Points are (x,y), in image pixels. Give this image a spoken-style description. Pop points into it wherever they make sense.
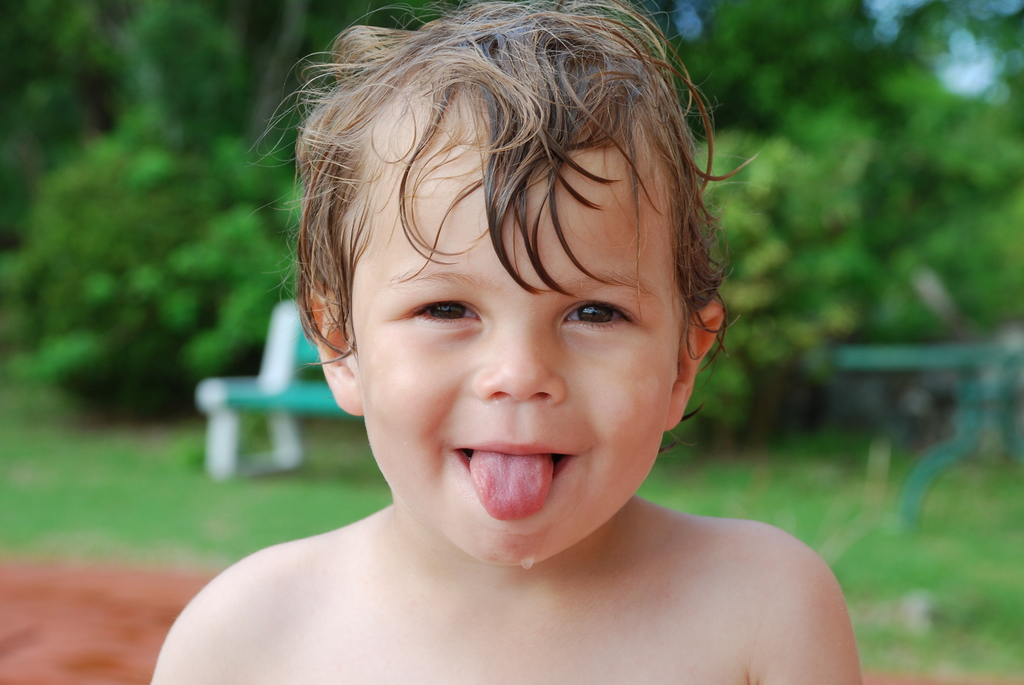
In this picture we can see a boy (537,471) and behind the boy (443,456) there is a bench (254,403) and trees (837,164).
